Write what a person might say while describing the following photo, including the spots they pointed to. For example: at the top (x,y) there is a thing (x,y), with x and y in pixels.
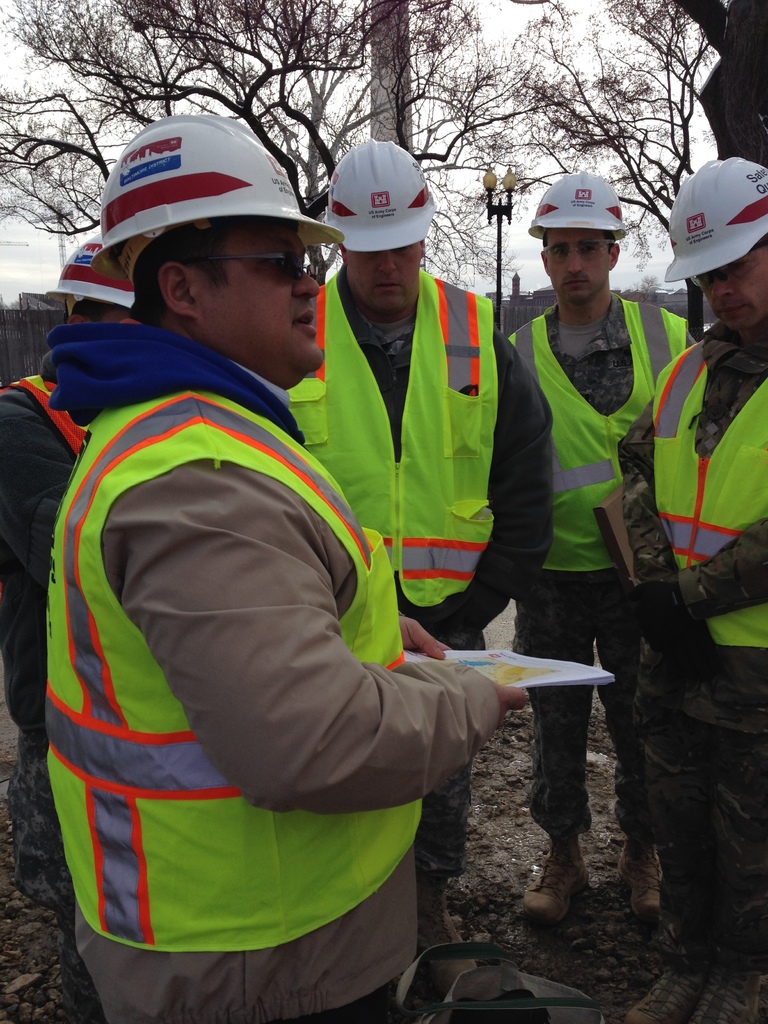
In this image we can see a few people (331,549) wearing caps (174,163) and standing, among them two (340,732) are holding the objects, there are some trees (505,116), poles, lights (492,188) and buildings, in the background (523,130) we can see the sky (503,171).
